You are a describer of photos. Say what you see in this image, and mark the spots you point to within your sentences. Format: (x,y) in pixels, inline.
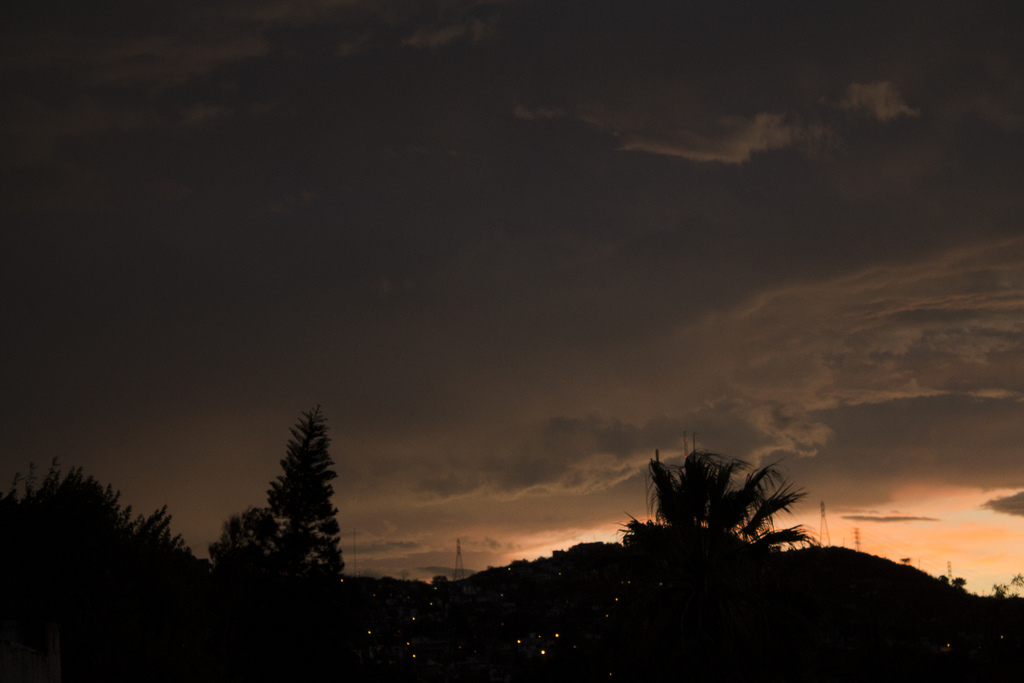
In this picture we can see trees (720,597) and we can see sky (214,524) in the background (457,566).
